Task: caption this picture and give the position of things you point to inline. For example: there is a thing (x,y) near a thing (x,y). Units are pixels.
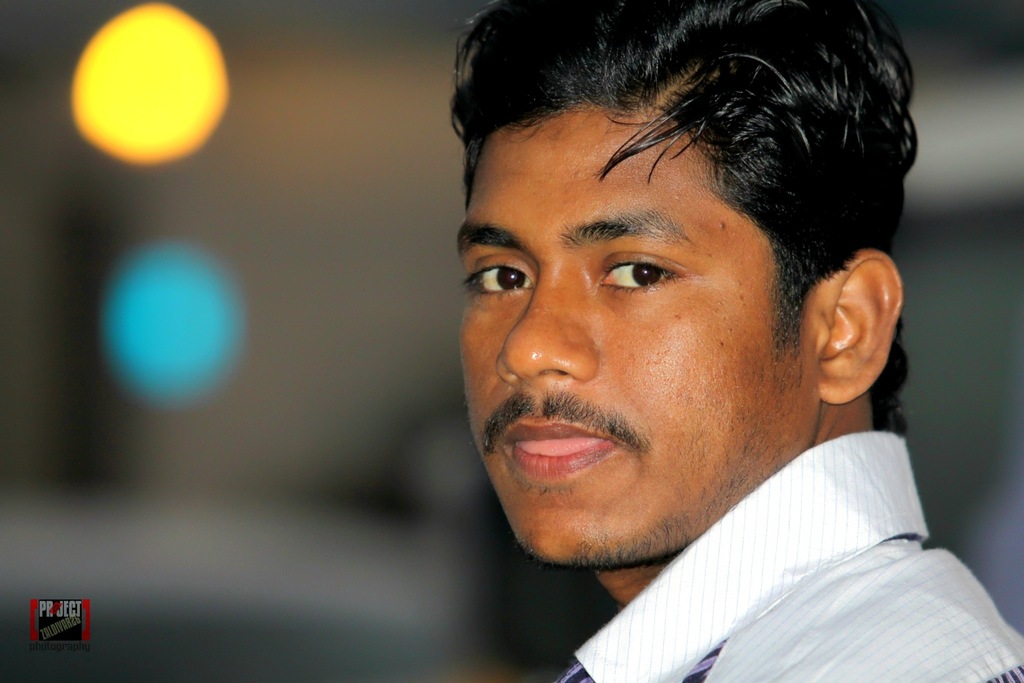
In this image there is a man (516,233), and there is blur background (20,562) and a watermark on the image.
